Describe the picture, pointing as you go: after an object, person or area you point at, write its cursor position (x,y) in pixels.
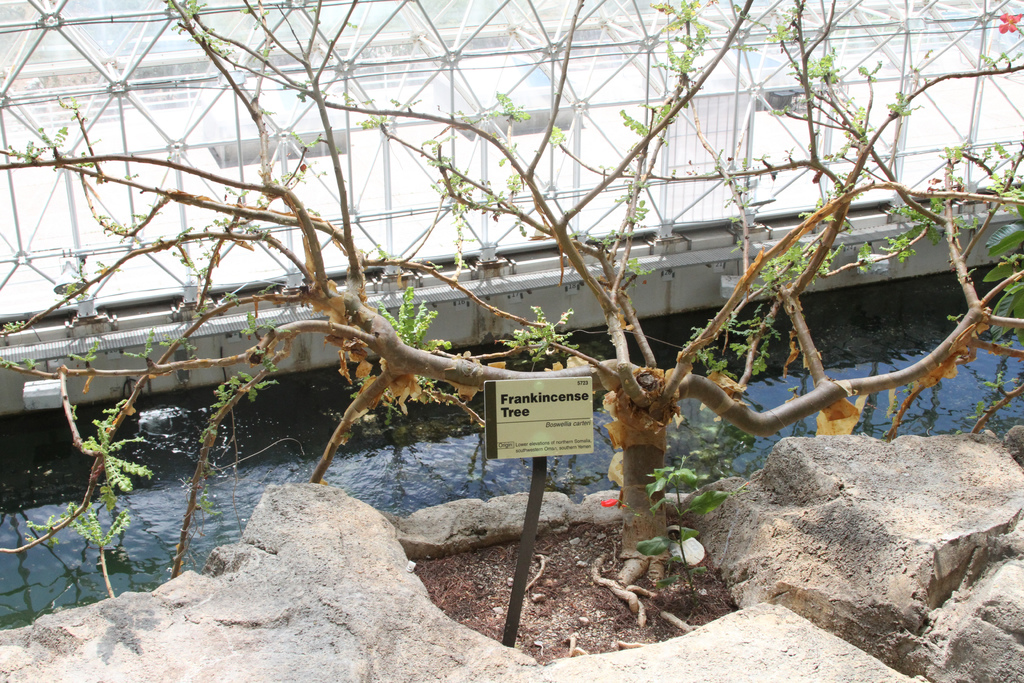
This picture shows a tree (739,417) and we see a rock (171,623) and water (1002,365) and we see a nameplate (520,417) to the stand (539,475).
